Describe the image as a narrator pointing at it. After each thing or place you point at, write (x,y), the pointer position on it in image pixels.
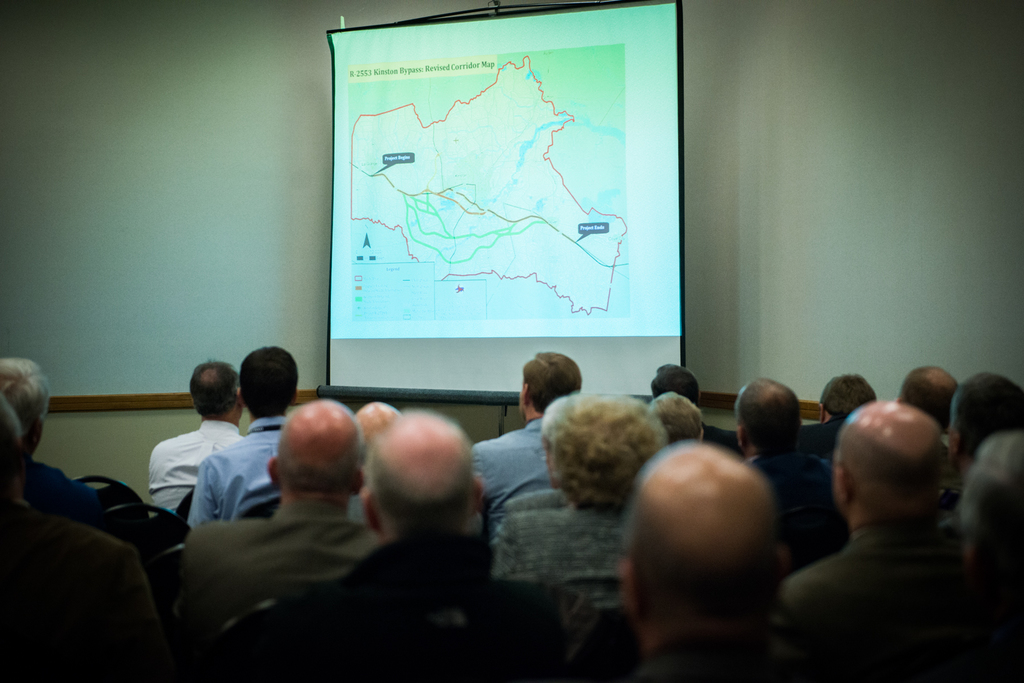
In this image I can see at the bottom (850,669) a group of people (500,546) are sitting, at the top (606,9) there is the projector screen (492,185).
